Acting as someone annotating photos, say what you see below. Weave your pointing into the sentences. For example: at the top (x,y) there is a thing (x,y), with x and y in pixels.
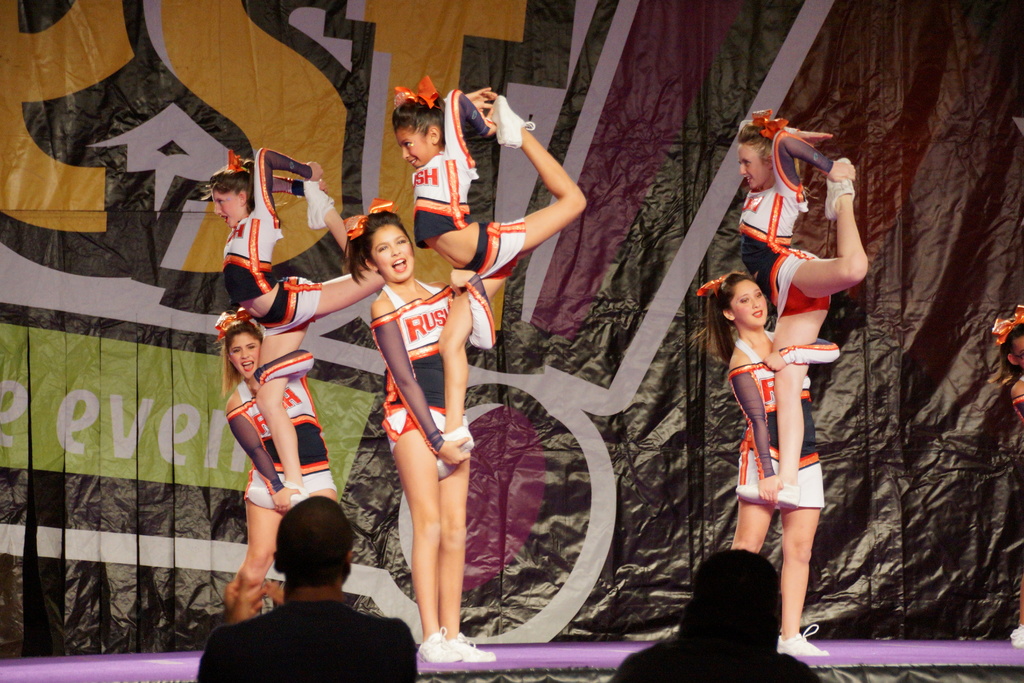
In this picture few girls (260,315) performing gymnastics and I can see couple of them (304,627) watching and I can see a banner (914,242) with some text (308,146) in the back (340,120).
